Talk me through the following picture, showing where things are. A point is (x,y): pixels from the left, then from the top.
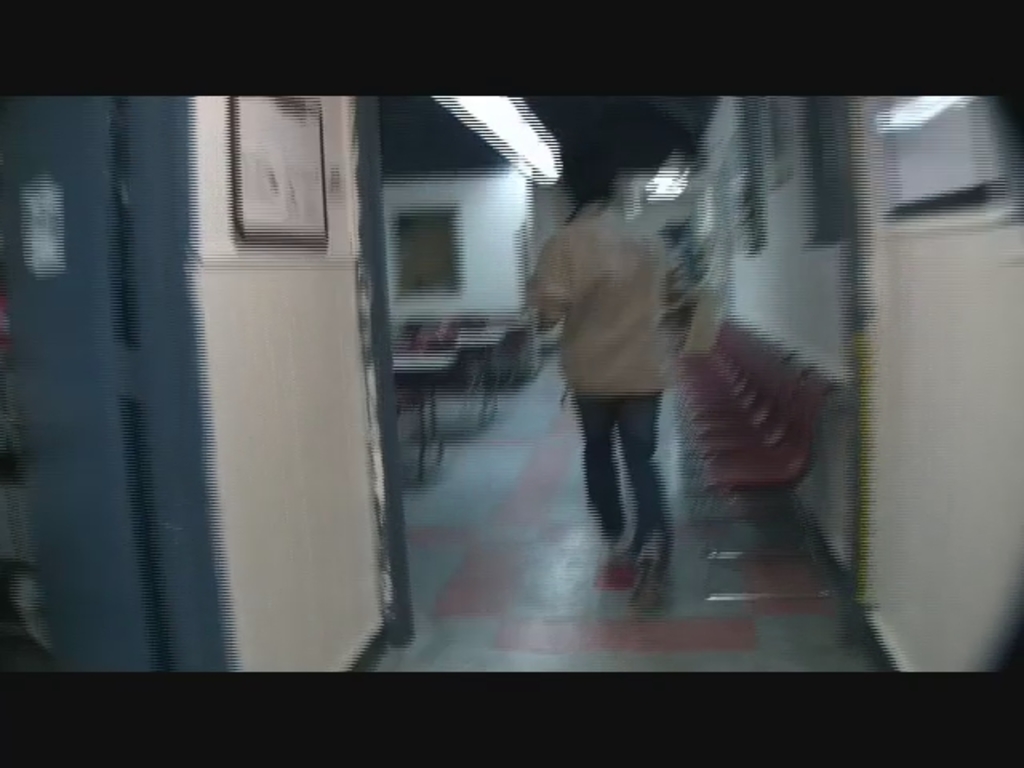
In this image we can see a person (656,485) and there are chairs (742,401). We can see tables (428,388). On the left (71,615) there is a door (66,624). In the background (481,211) there is a wall (490,212) and we can see lights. There is a frame (247,122) placed on the wall (279,450).
